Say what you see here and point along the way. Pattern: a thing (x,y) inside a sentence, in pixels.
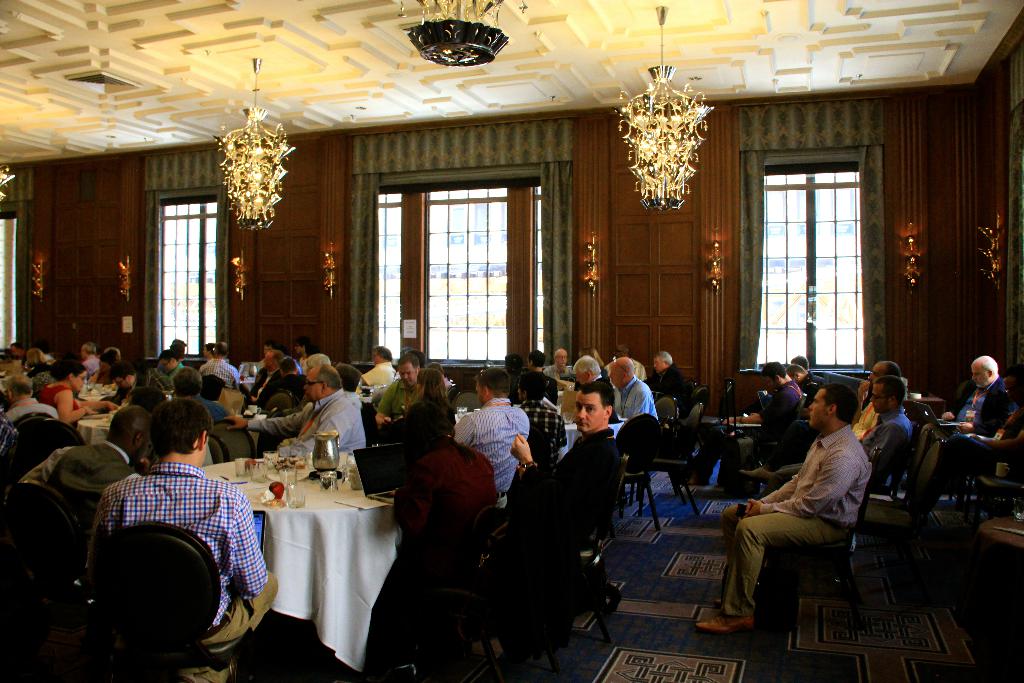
In this image there are many people (54,475) sitting in the chairs (72,586) around the table (293,540). There are many things (362,485) on the table (367,510) like laptop (365,471), jar (335,465), water glass (299,499), etc. This is the wall (622,265) and this is the window glass (491,233) with curtains (569,228). This is the ceiling (359,16) with chandeliers (655,93) on the top (643,48).
